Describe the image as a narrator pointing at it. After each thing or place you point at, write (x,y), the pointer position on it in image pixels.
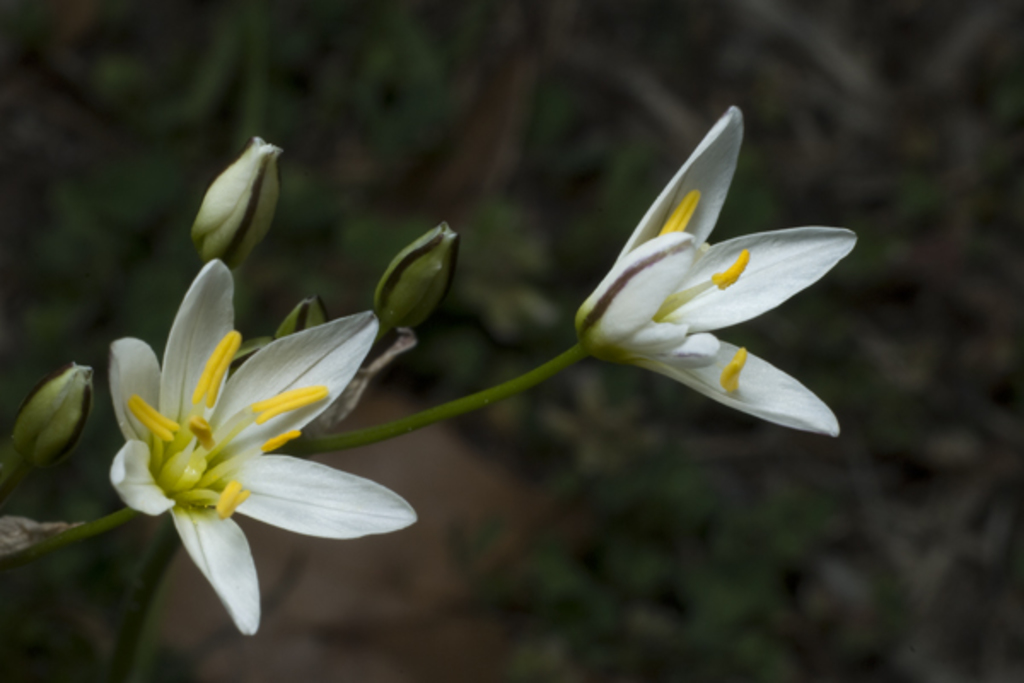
In this picture we can see flowers (239,413), buds (417,316) and stems (493,396). In the background of the image (527,198) it is blurry.
